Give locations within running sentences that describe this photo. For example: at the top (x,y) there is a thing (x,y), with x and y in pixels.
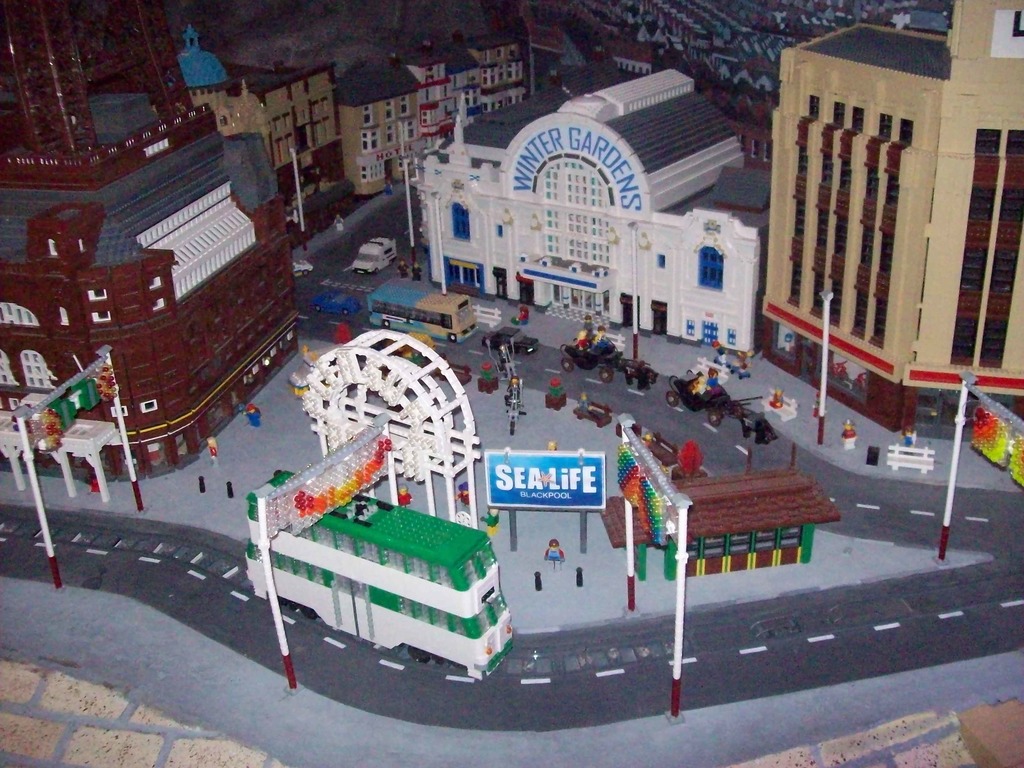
In this picture we can see the model of the town (561,144). At the bottom (421,513) we can see the bus (434,518) which is near to the gate (323,414). Beside that we can see the boards (565,491). In the background (592,243) we can see buildings (824,268). In front of the building (622,301) we see many vehicles (712,417). On the right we can see the street lights (949,497), poles (947,527) on the road (955,509).
